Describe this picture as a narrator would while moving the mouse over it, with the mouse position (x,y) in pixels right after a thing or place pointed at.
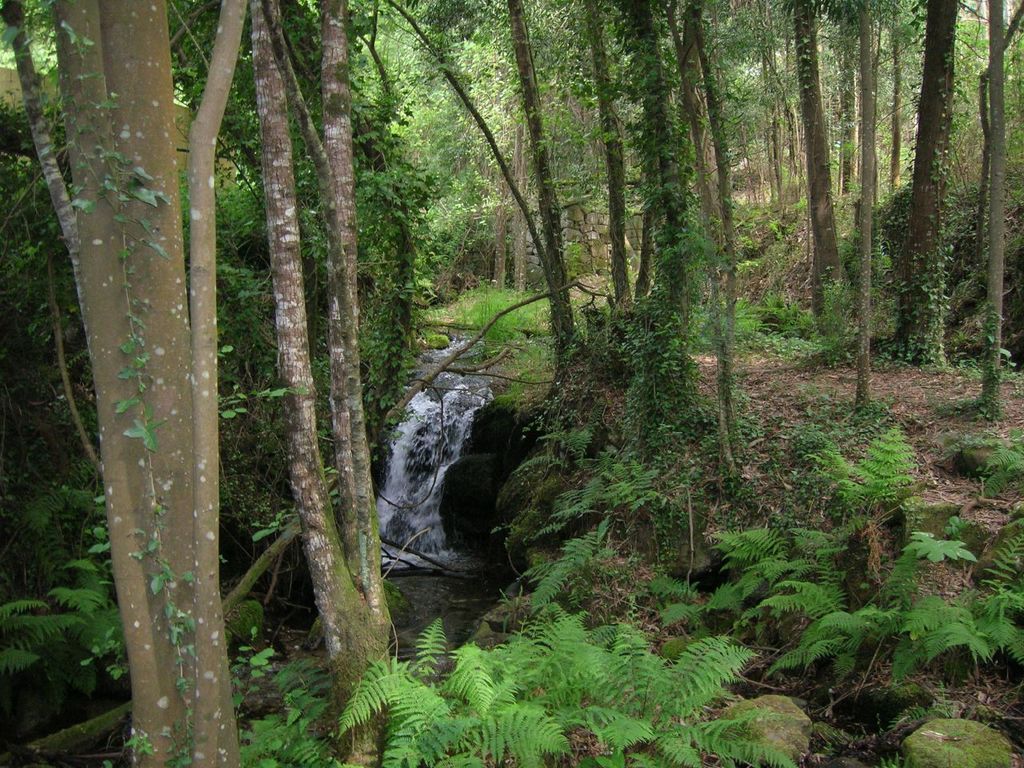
In this picture I can see the water (400,527) in the middle (451,427), there are trees (991,11) in this image.
